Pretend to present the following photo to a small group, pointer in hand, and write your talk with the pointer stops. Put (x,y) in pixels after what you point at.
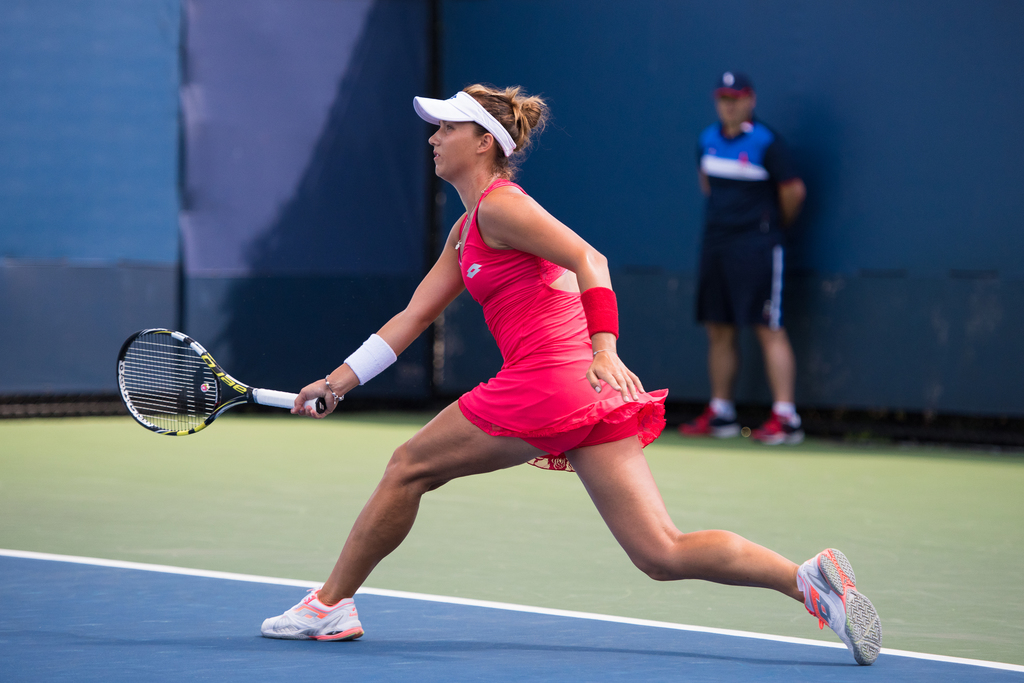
There is a woman (550,444) in a motion and holding a racket (231,378) and wore cap (472,119). In the background (716,101) there is a man (719,113) standing and it is blue color.
